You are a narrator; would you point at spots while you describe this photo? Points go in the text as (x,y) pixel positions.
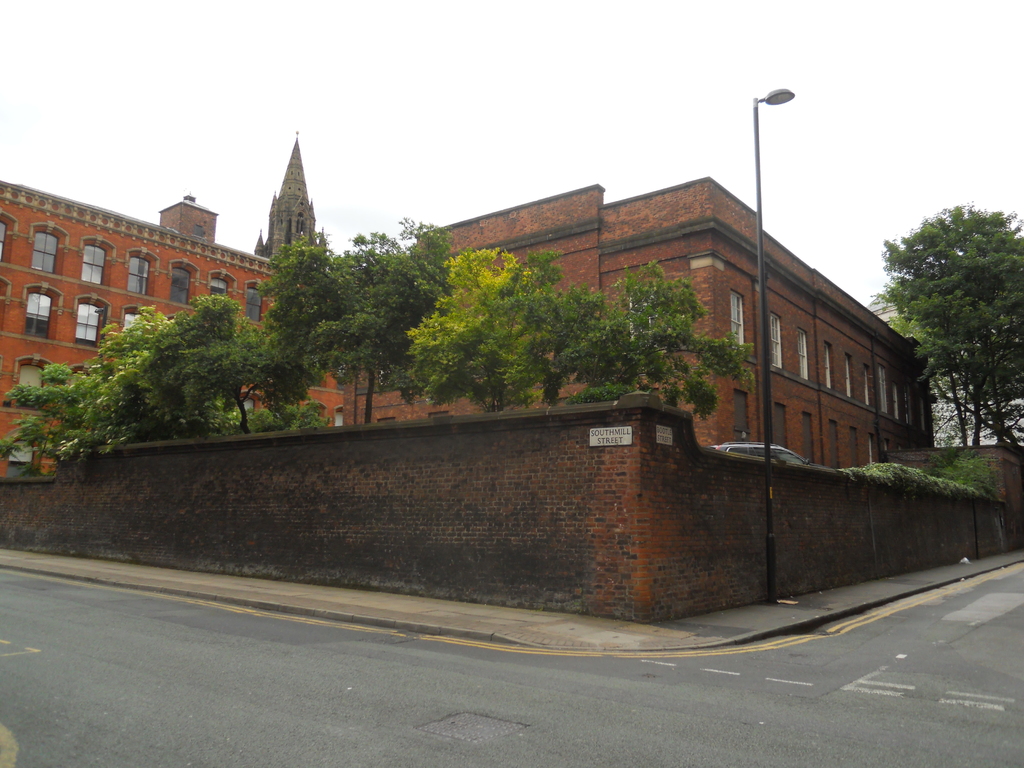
In this image there are buildings (813,313) and trees (295,383). At the bottom (758,686) there is a road (831,673) and a wall (812,573). We can see a pole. There is a car (793,453). In the background (533,49) there is sky (441,65).
